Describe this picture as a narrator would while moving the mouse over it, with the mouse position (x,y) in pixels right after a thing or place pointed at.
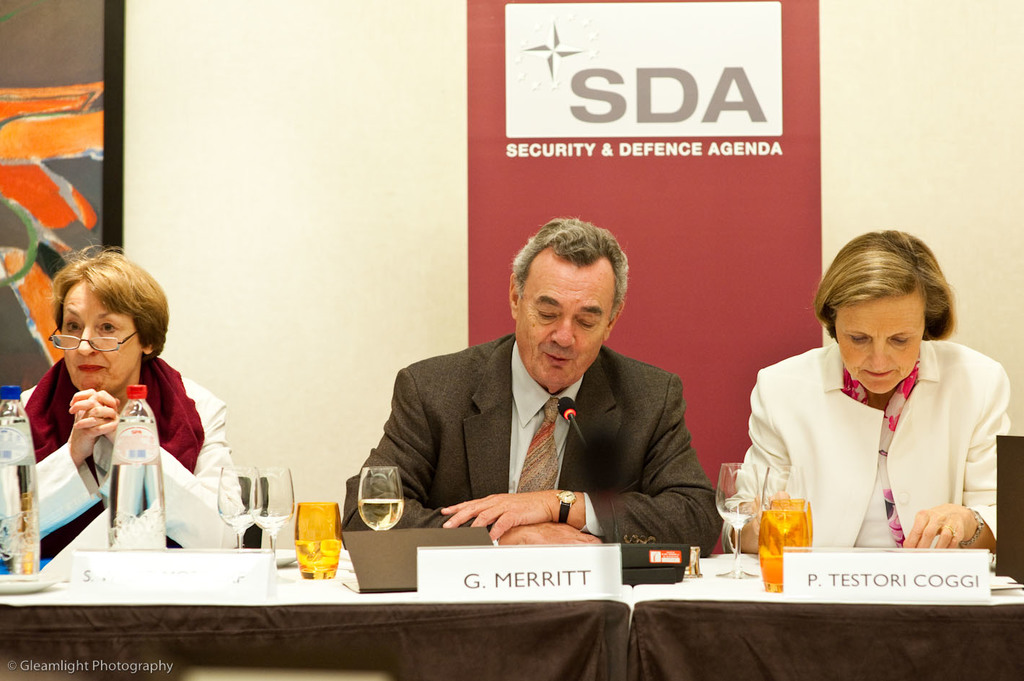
In this picture we can see three persons (628,377), one man (670,390) and two women (95,421), the man (538,461) in the middle (568,401) is speaking something on the microphone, there is a table (420,607) in front of them and there are some glasses (328,521) and water bottles (109,510) on the table (310,596), in the background (333,412) we can see a wall (335,183) and a portrait (86,143) on the left side (97,167).
